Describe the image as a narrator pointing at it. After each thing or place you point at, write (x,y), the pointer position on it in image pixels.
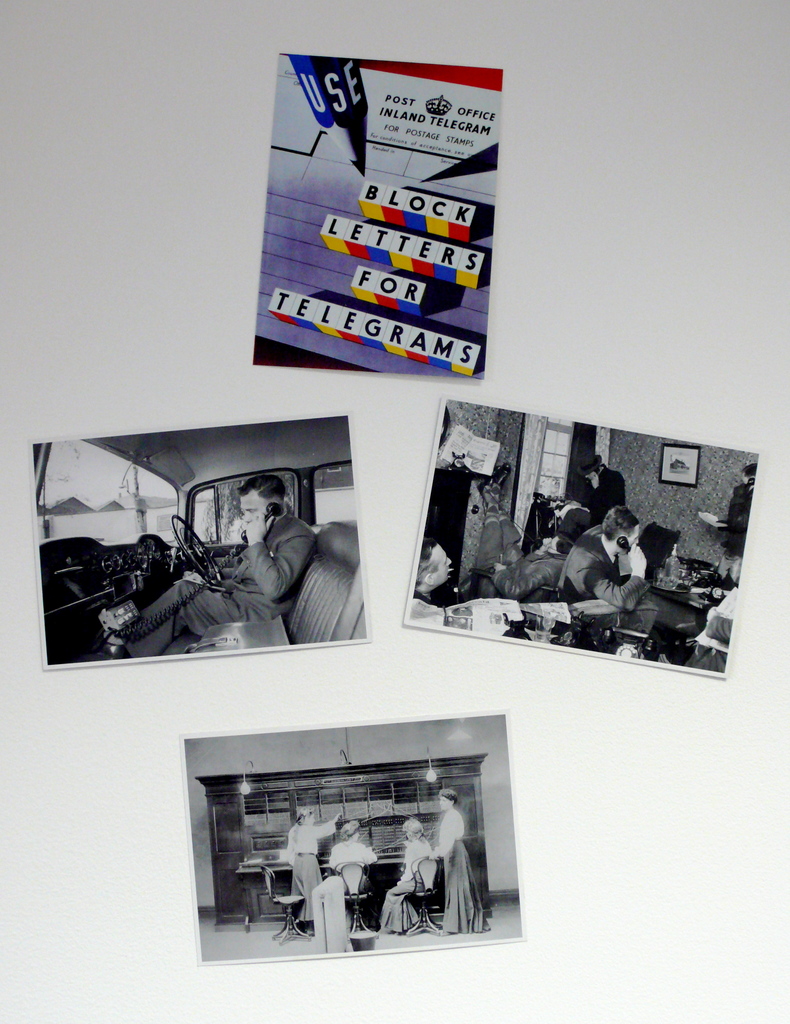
In this picture, we see four posters (304,211) are pasted on the white wall (63,29). At the top of the picture (361,202), we see a poster (375,246) with some text (392,340) written on it. In the middle of the picture (273,445), there are two posters (646,593) of the man (639,603) talking the telephone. These posters (295,503) are in white and black. At the bottom of the picture (308,768), we see a poster (299,815) of people (385,914). This poster (335,830) is in black and white.
